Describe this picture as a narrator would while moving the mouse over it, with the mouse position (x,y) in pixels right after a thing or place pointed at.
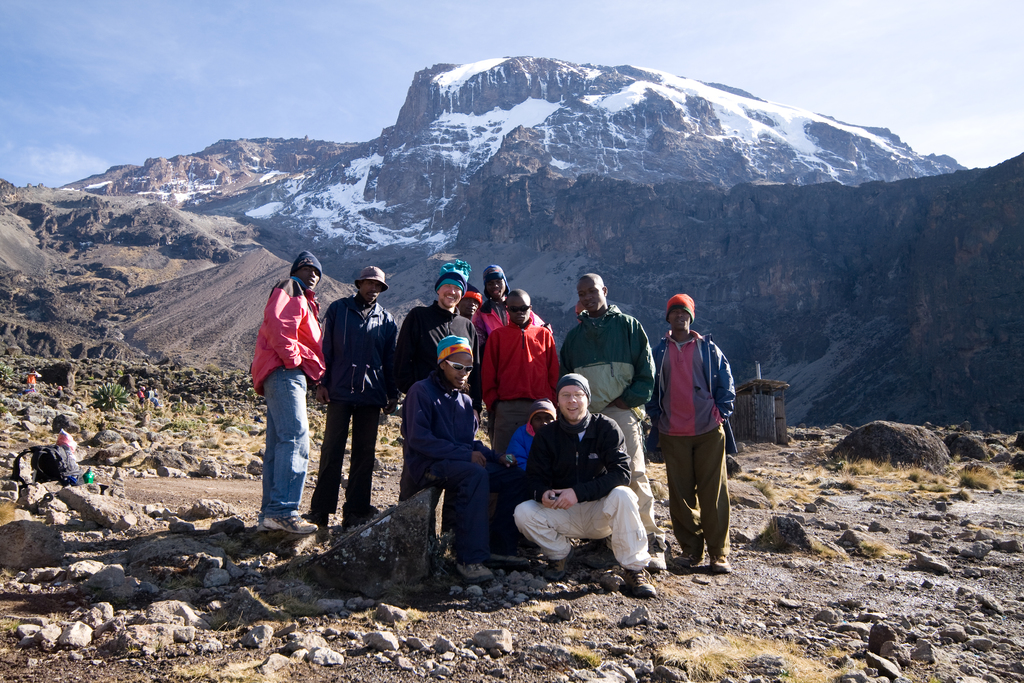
In this image I can see a group of people (461,435). In the background (405,226), I can see the hills (532,135) with the snow (751,109). At the top (287,79) I can see the clouds (62,148) in the sky (406,62).
